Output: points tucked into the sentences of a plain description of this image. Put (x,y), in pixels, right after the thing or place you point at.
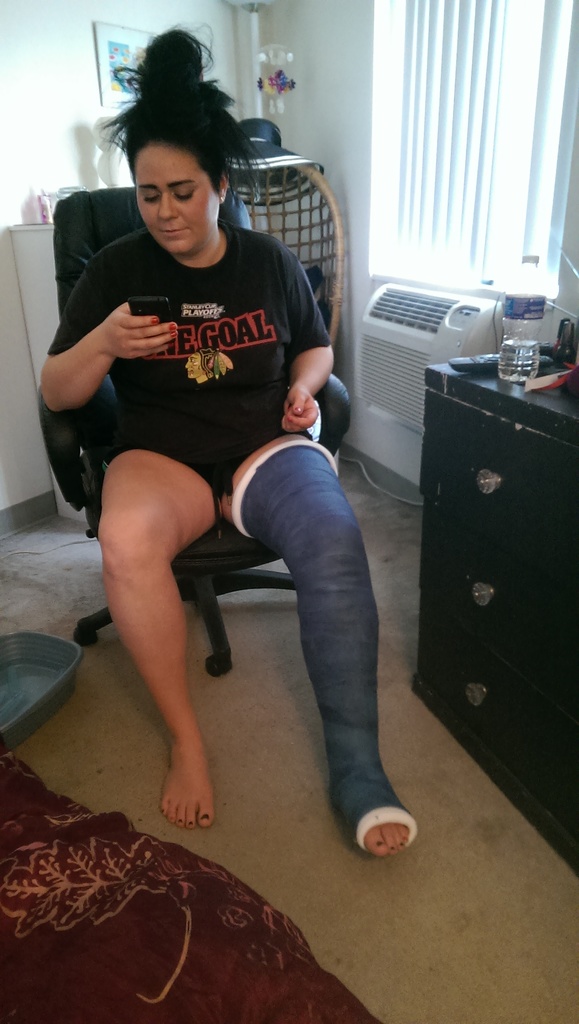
In this picture there is a lady (284,431) sitting on the chair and there is a band (325,726) on her left leg (327,771).
